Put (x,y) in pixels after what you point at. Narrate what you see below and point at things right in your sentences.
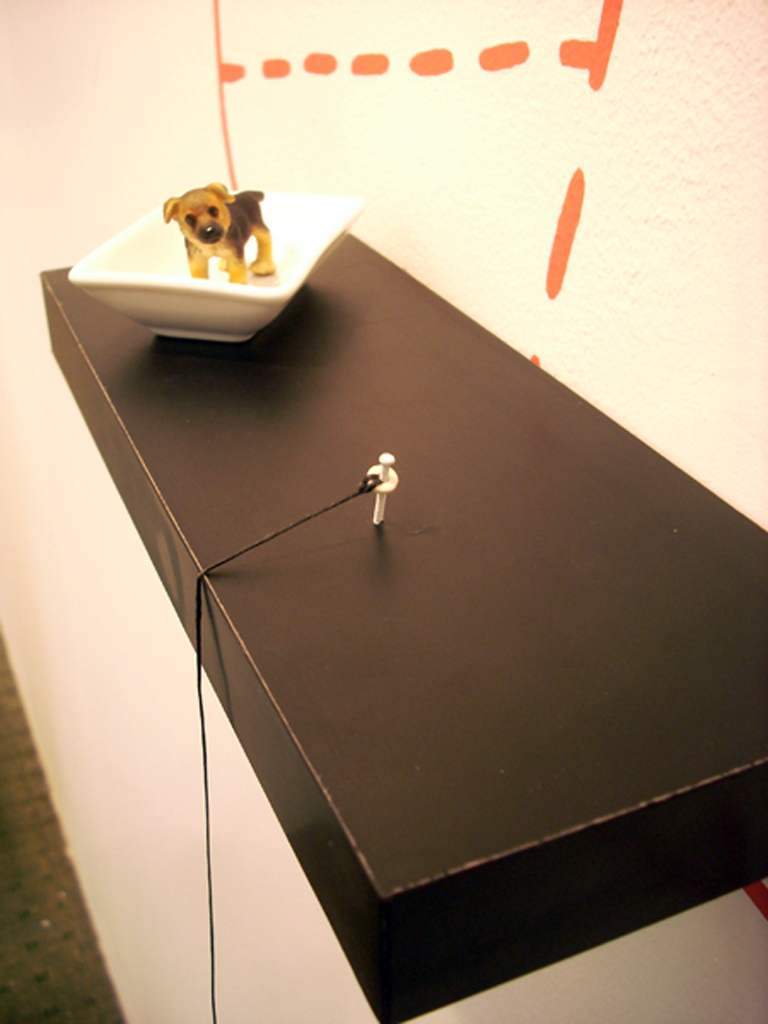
In this image I can see the toy animal (190,225) in the bowl (235,284). The animal (217,256) is in brown and black color and the bowl (218,299) is in white color. It is on the black color surface (350,589). To the side I can see the rope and the nail (387,478). In the background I can see the wall (106,132).
